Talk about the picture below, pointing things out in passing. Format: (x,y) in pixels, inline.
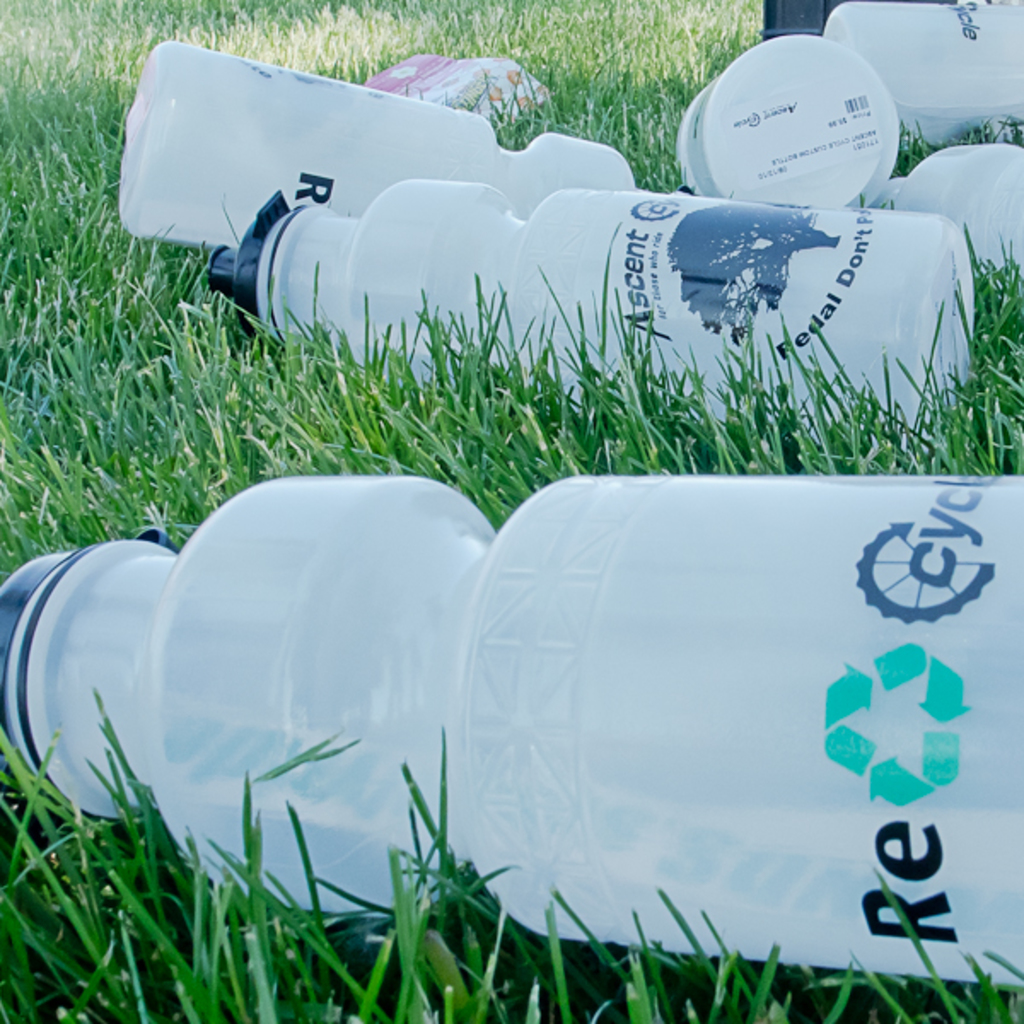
In this picture we can see few bottles (206,688) and a box (380,81) on the grass (627,1020).
